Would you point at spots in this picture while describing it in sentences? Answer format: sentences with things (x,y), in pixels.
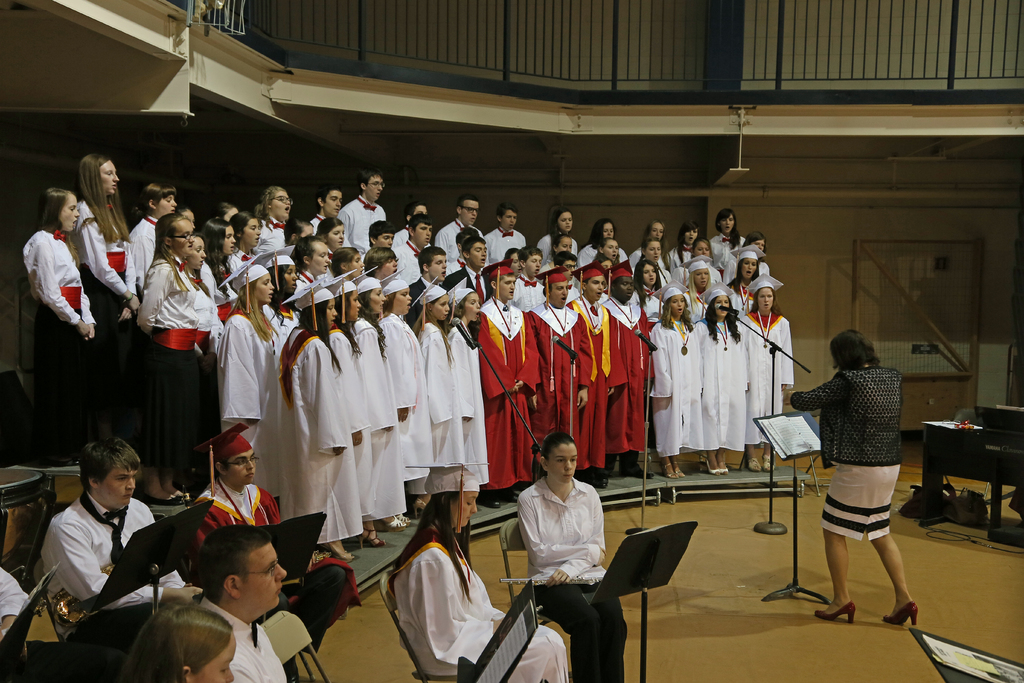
In the bottom left corner of the image (92,464) few people (46,671) are sitting. In the middle of the image (351,452) few people (427,314) are standing and we can see some microphones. Behind them we can see a wall (1003,335). At the top of the image (951,48) we can see fencing (672,7). In the bottom right corner of the image (990,508) we can see some tables (1005,671).
